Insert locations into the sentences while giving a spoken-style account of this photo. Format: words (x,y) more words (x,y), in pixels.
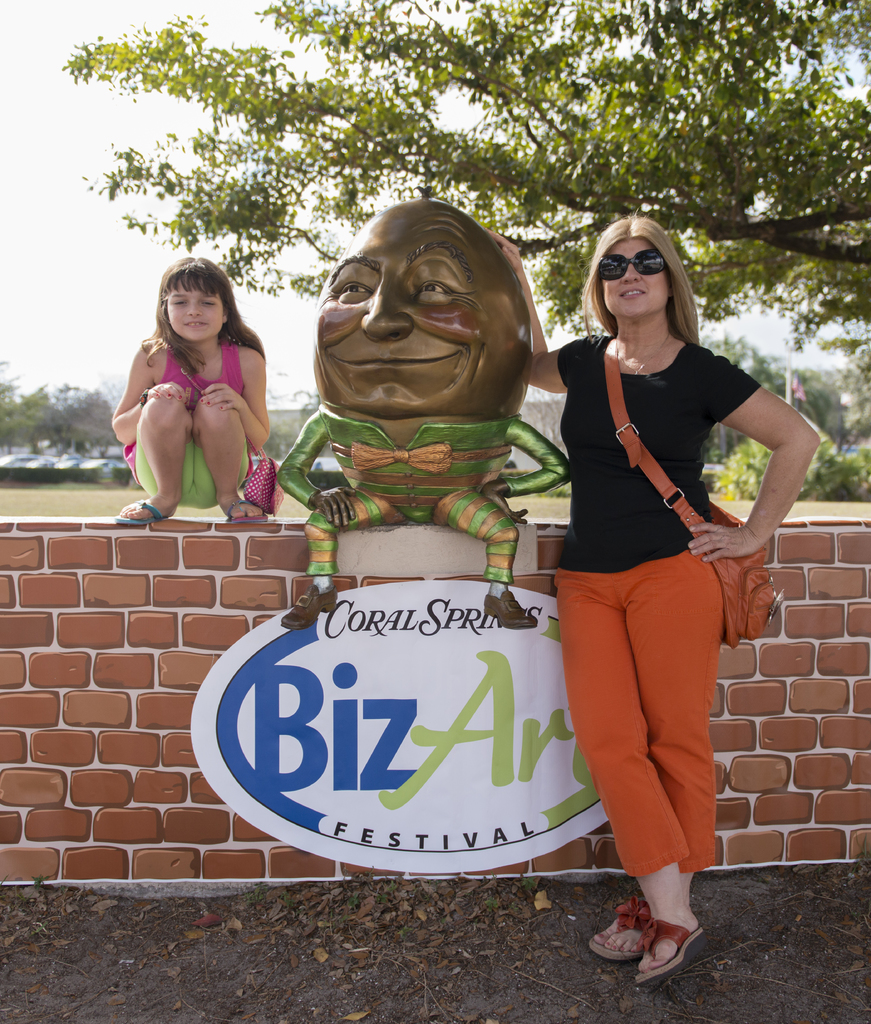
In this image I can see two persons (567,351) and a statue (468,258). The person (633,612) at right (631,566) is wearing black and orange color dress (619,541), the person (161,309) at left (148,374) is wearing pink and green color dress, background (113,298) I can see trees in green color and the sky (104,199) is in white color.
